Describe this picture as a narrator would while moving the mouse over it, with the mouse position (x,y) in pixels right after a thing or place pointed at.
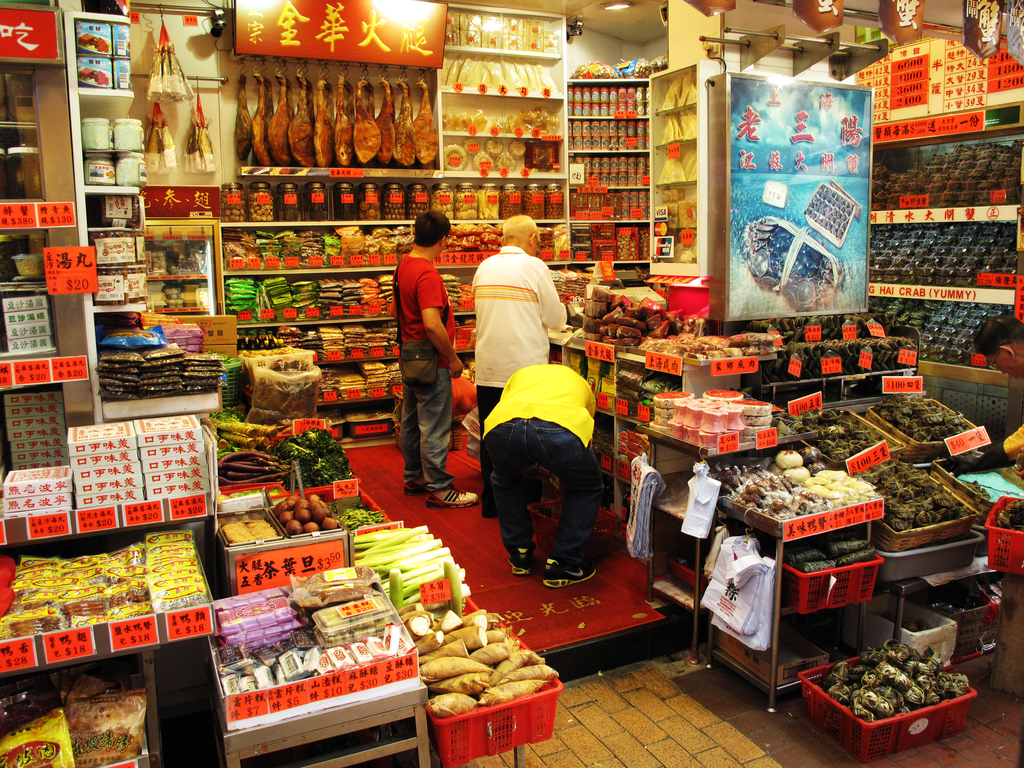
This picture looks like a store (371,312) and I can see few items (412,149) on the shelves (579,266) and I can see boards (279,30) with some text (972,84) and few people (479,305) standing and few lights (613,6) to the ceiling (617,34) and I can see few baskets (893,527) and bottles (402,213) on the shelves (433,208).
